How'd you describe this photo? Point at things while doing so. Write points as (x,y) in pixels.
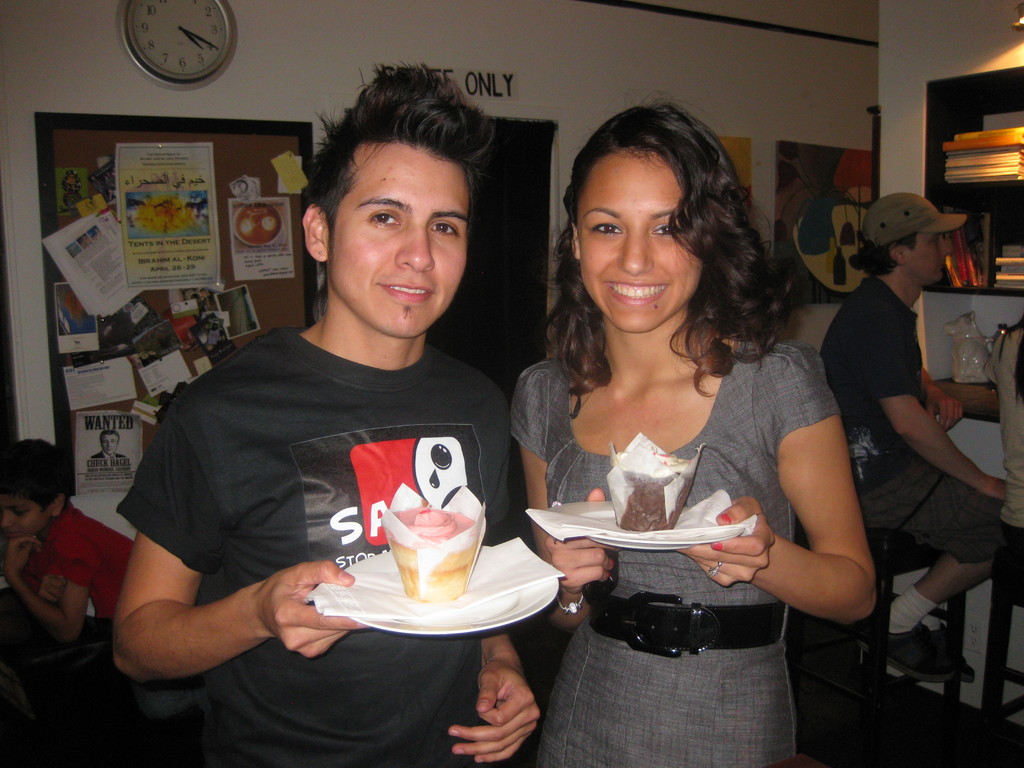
This is an inside view of a room (501,41). Here I can see a woman (674,434) and a man (296,404) are standing, smiling and giving pose for the picture. Both are holding plates (487,617) in their hands (326,577) which consists of food items (423,573) and tissue papers (482,595). On the right side (899,466) there are two persons (926,488) sitting on the chairs (989,617). In front of these people (902,404) there is a table (980,400). At the top (968,168) there are few books (988,144) arranged in a rack (980,195). On the left side (59,636) there is a boy (79,549). In the background (175,195) few posters (210,198) and a frame (229,179) are attached to the wall (302,56). At the top of the image (164,39) there is a clock (142,21).
